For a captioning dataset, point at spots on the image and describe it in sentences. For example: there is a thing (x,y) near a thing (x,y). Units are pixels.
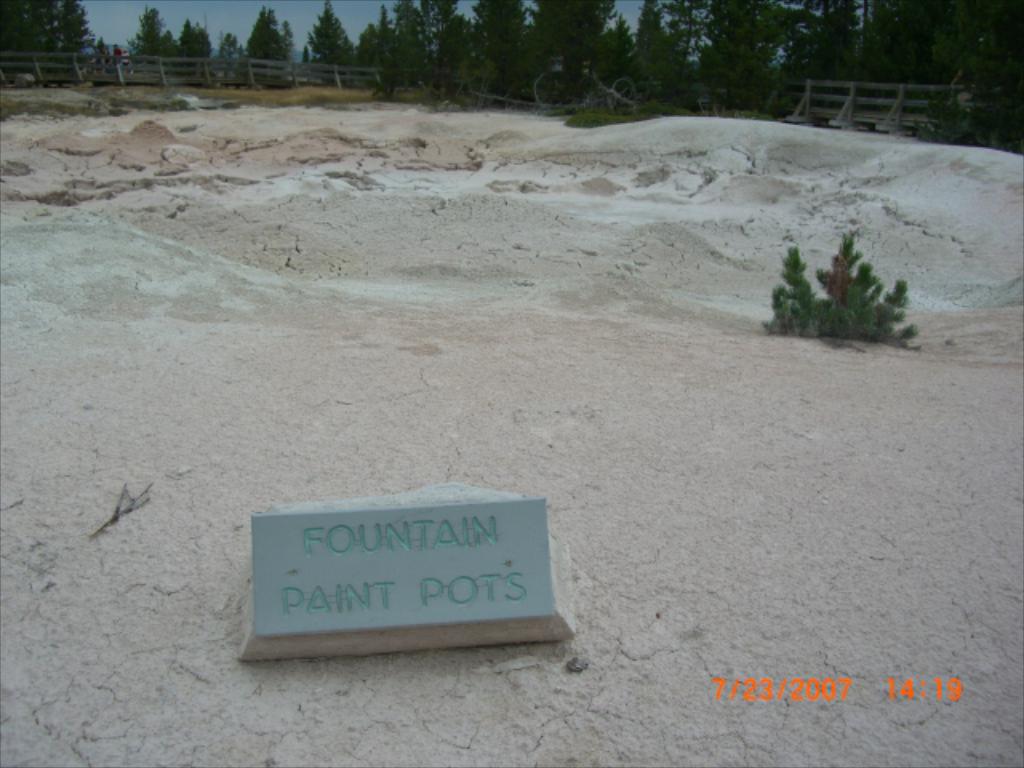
In this image there is sand (398,279) in the middle (570,286). At the bottom (497,529) there is a cement block (402,586) on which there is some text (389,586). On the right side (836,313) there is a small plant (836,313). In the background (209,68) there is a wooden fence (164,63). Behind the wooden fence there are trees (441,39). At the top (298,39) there is the sky (353,14).
